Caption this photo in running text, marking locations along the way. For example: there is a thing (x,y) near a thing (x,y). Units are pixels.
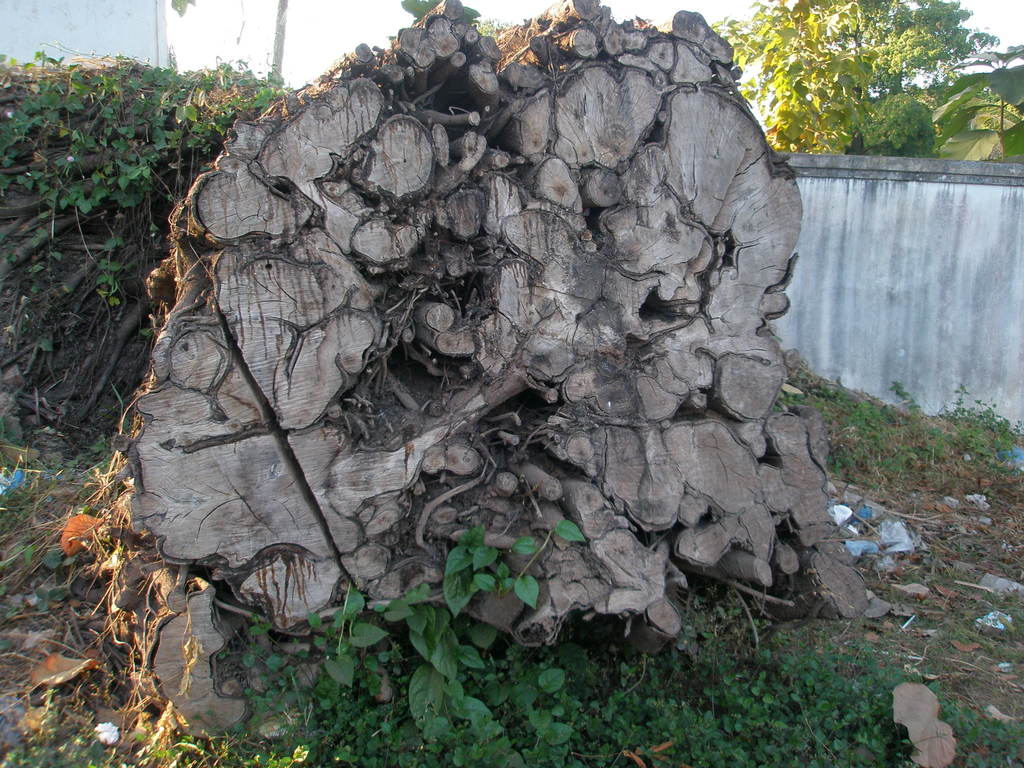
In the foreground (685,356) I can see a tree trunk (643,487), grass (646,706), plants (358,629), creepers (353,613) and a fence (1011,386). In the background (506,26) I can see buildings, trees (885,152) and the sky (365,4). This image is taken may be during a day.
